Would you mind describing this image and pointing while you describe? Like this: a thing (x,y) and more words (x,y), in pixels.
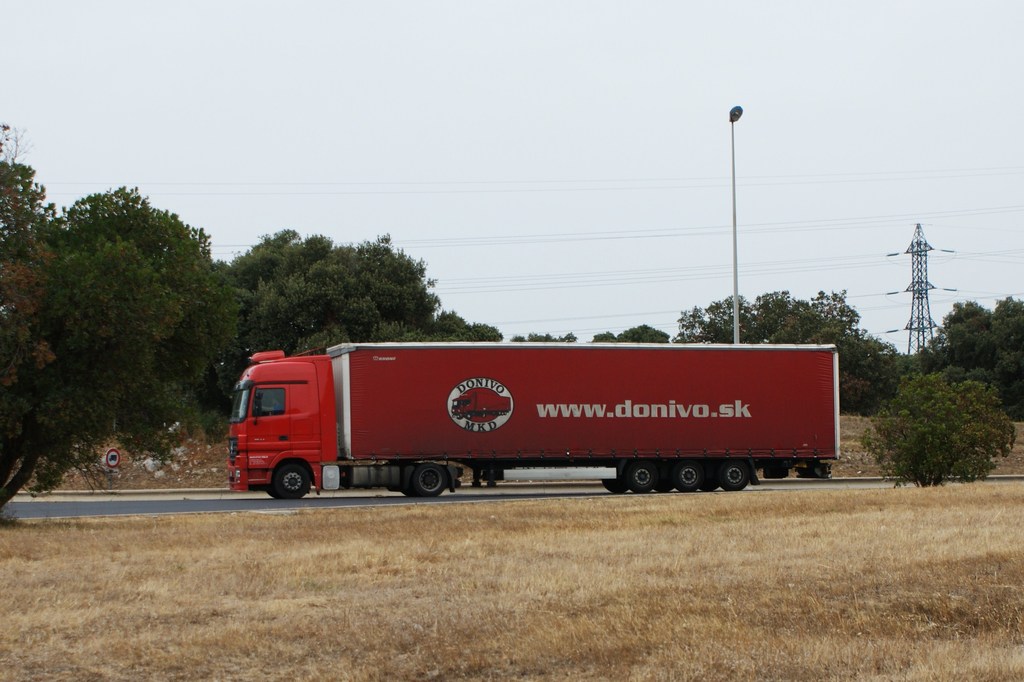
In this image we can see a vehicle (378,455) on the road (206,506), beside the road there is a dry grass (922,523) and a tree (932,443) and in the background (254,302) there are few trees (373,286), a light pole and a tower (914,268) with wires (699,182).
